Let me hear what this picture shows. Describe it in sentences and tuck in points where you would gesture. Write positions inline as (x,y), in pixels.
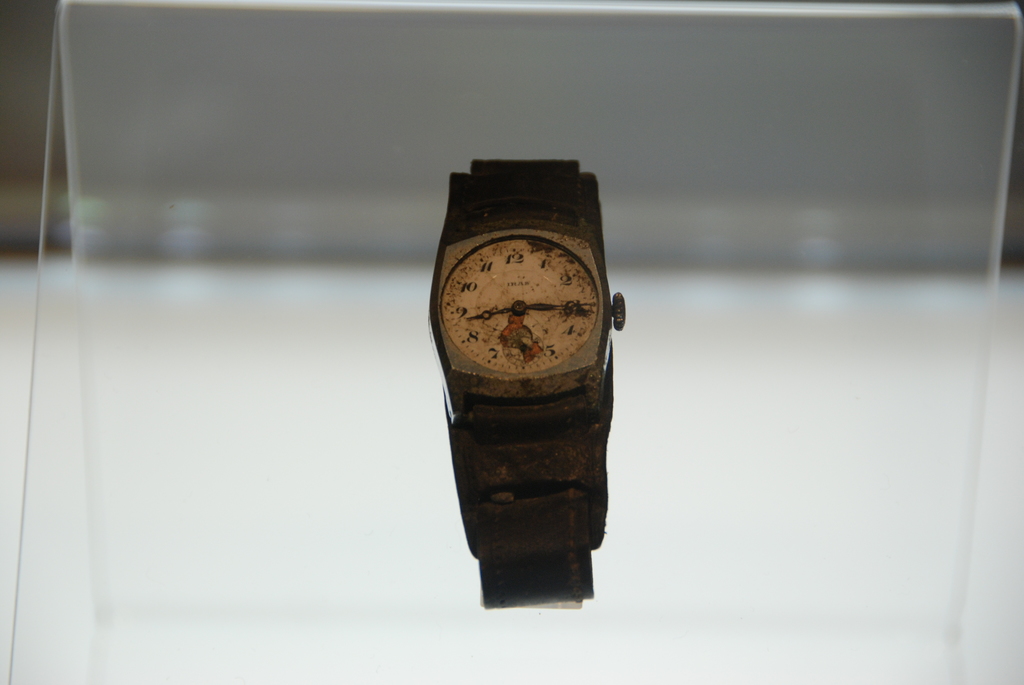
In the foreground of this image (589,368), there is a watch (485,366) and we can also see the glass (295,144).
